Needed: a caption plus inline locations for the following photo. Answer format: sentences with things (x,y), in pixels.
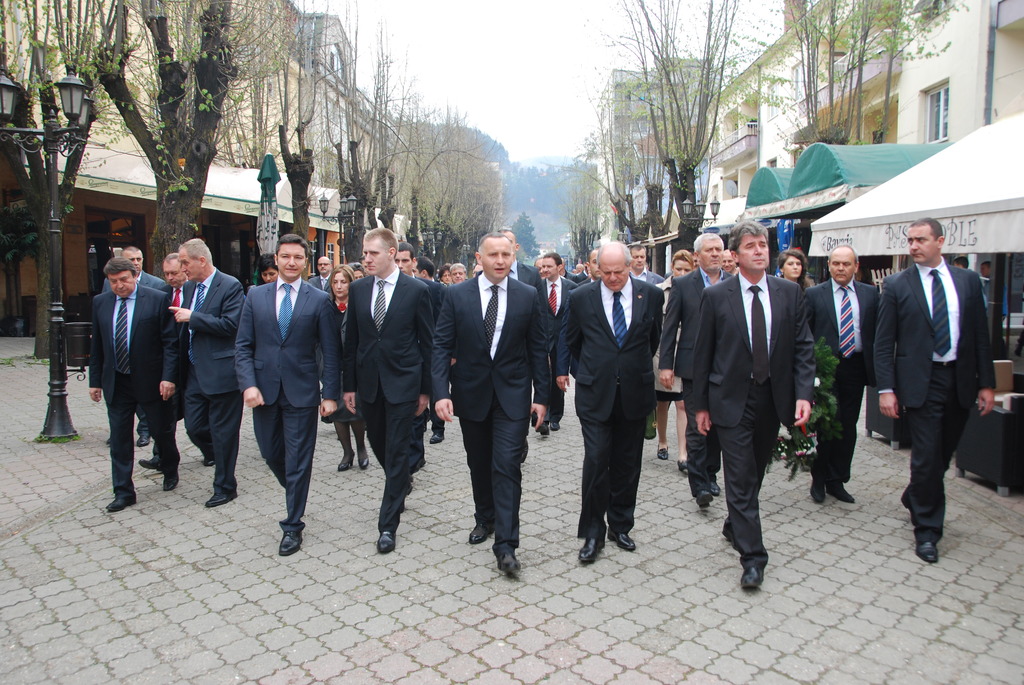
In this picture there are people (486,308) in the center of the image (381,324) and there are buildings (728,126) and trees (689,160) on the right (893,202) and left side of the image (277,76).
